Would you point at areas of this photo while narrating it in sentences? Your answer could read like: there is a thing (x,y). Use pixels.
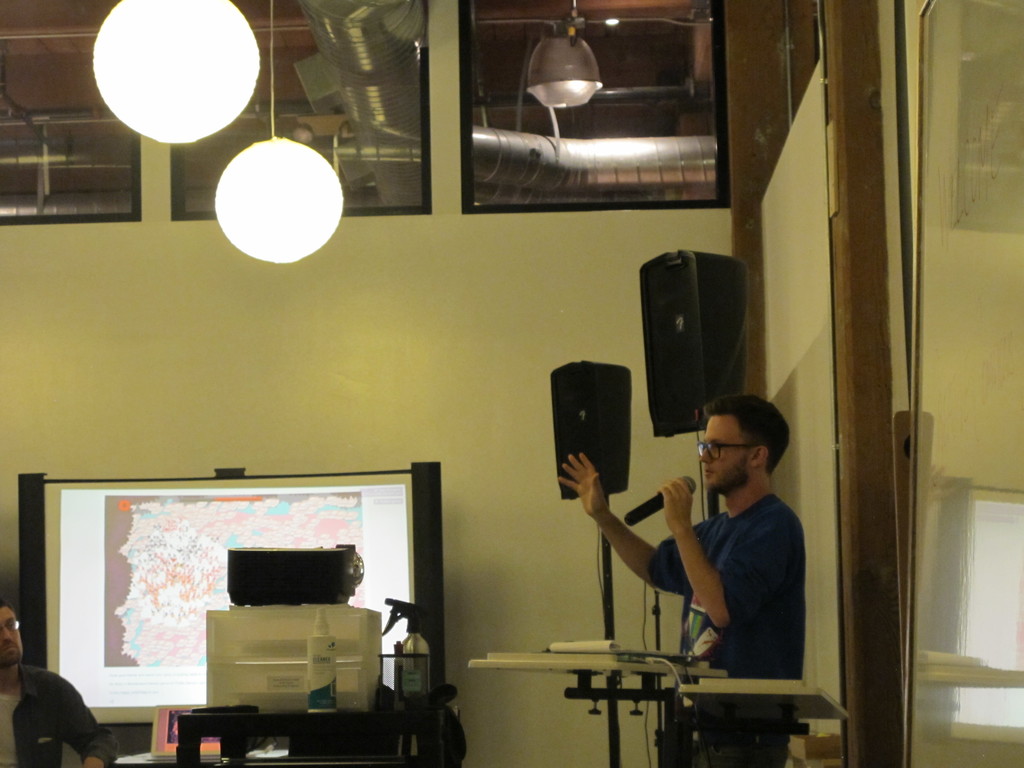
As we can see in the image there is a wall (455,315), lights (279,197), sound box (682,306), a man (754,580) holding mic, box (282,647) and screen (127,568).
